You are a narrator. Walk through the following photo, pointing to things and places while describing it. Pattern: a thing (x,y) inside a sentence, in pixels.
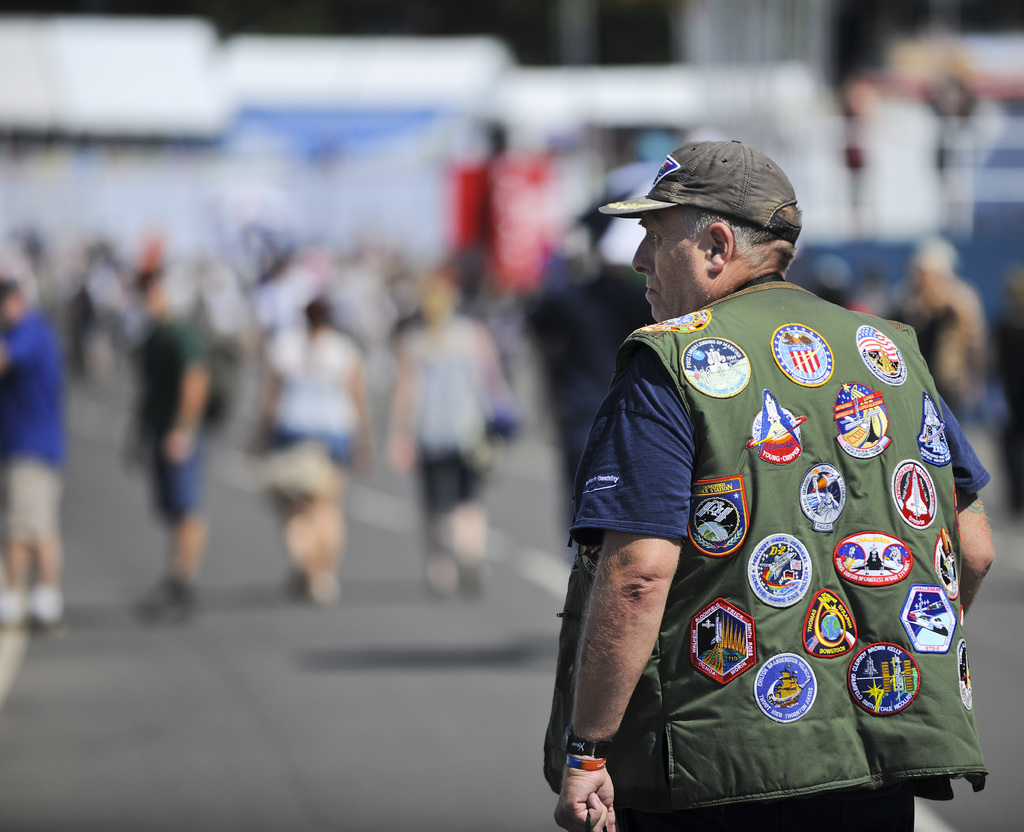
This image is clicked on the road (399,683). There are many people (102,324) walking on the road (128,373). In the foreground (668,541) there is a man (696,522) standing. He is wearing a jacket (720,344) and a cap (736,185). There are many logos (786,553) on the jacket (773,621). The background (379,101) is blurry.
